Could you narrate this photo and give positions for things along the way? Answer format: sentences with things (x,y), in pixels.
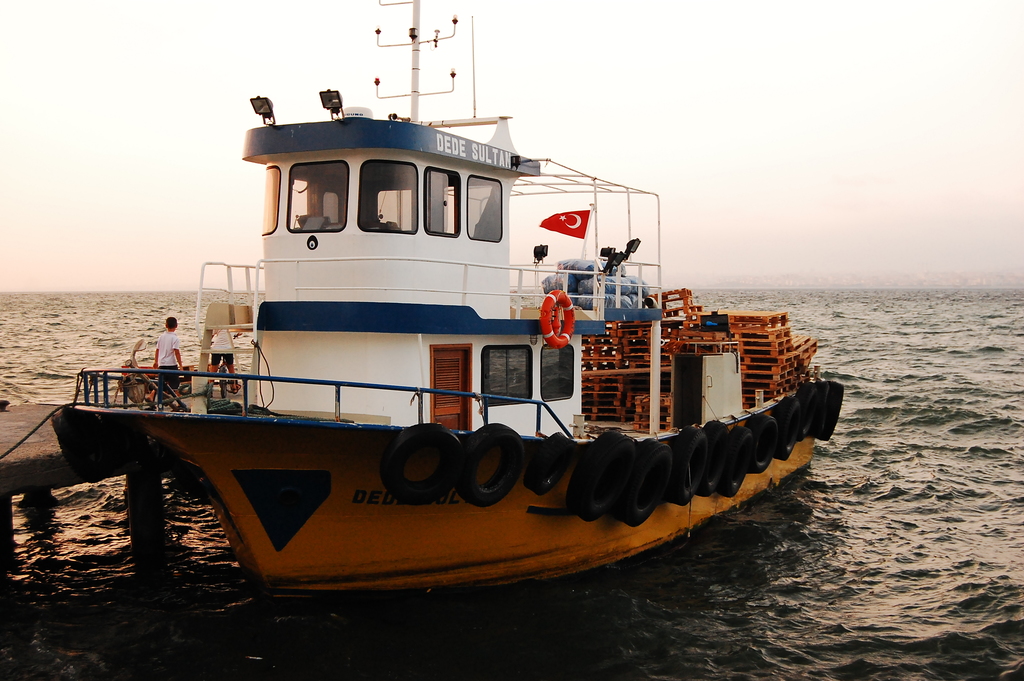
In the center of the picture (362,281) there is a ship (212,428). On the left (44,477) there is a dock (16,474), on the boat (243,349) there are two people (171,351) standing. In the foreground of the picture (365,632) there is water (789,296). Sky (932,34) is clear.
